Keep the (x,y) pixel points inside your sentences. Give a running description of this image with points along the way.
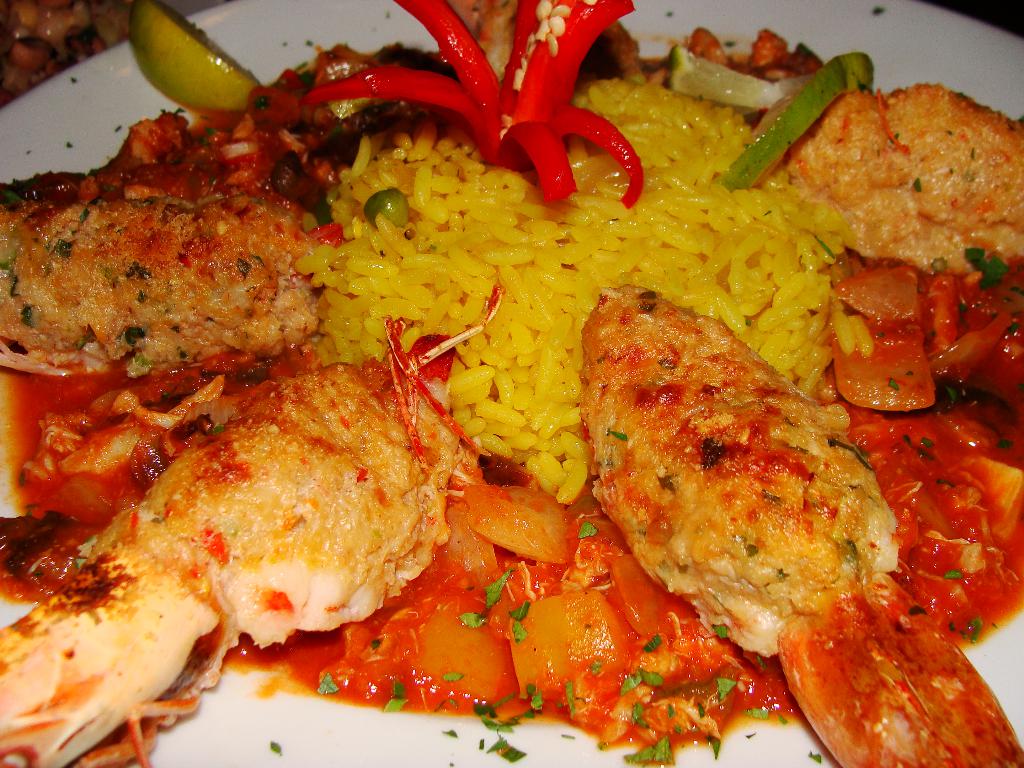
In this image, we can see some food items (401,352) are placed on the white plate (355,758).
